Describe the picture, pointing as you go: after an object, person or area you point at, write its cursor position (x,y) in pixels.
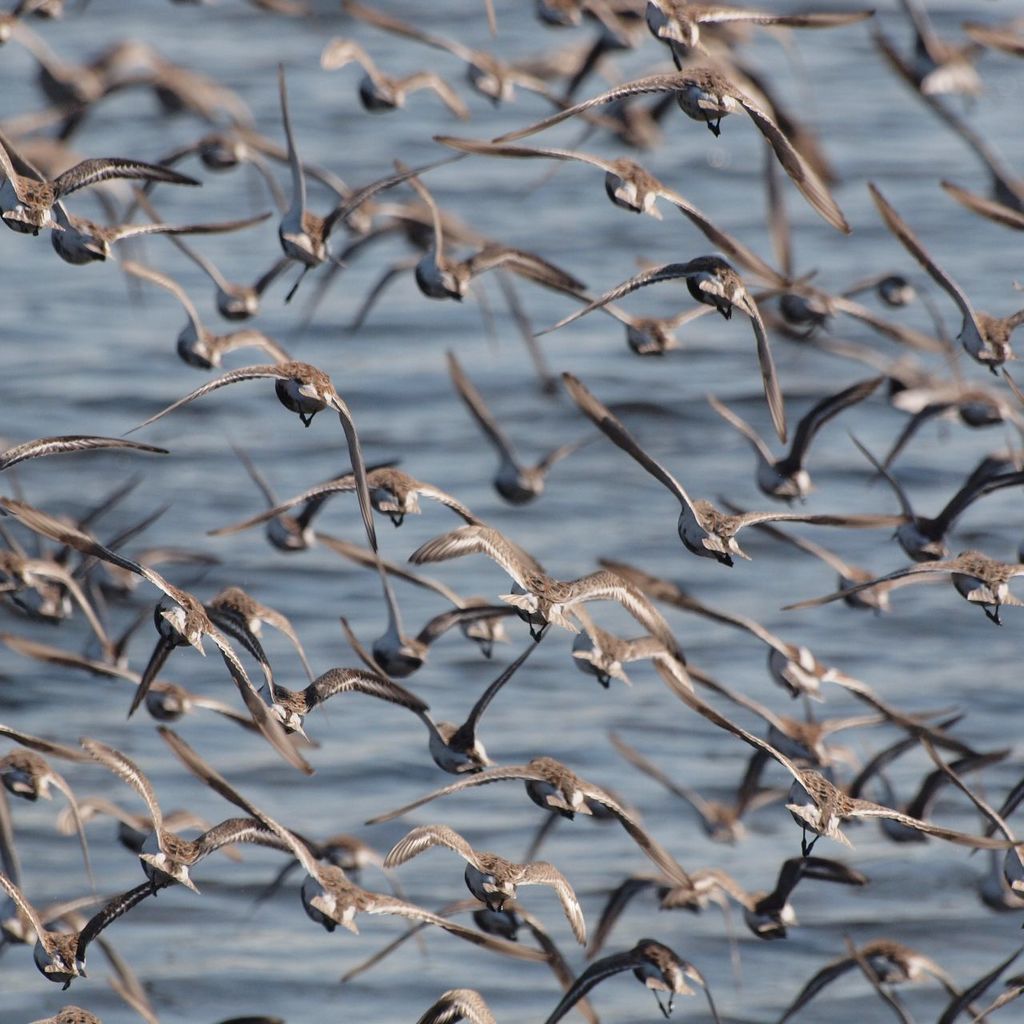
In this picture we can see a group of birds (256,615) flying. Behind of the birds (244,452), there is water (556,471).
